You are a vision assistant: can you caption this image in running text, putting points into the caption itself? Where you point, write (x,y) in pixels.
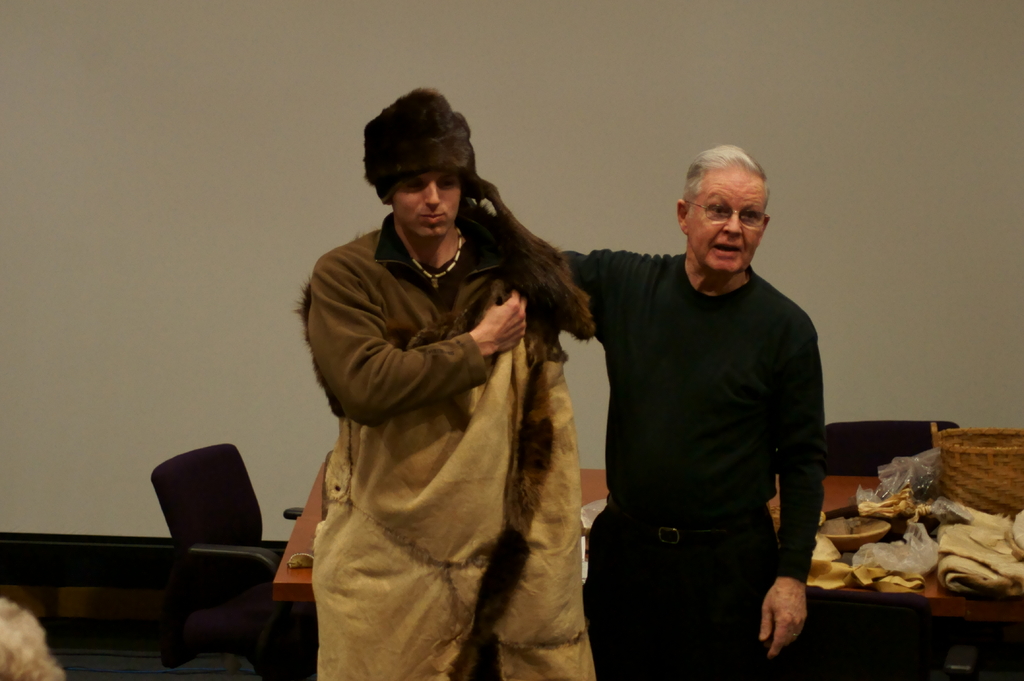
In this picture there is a person (399,155) standing and there is a person (769,400) standing and talking. At the back (943,536) there is a table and there is a basket (954,491) and there are objects (874,511) on the table (583,490) and there are chairs (828,424). At the back (267,248) there is a wall (290,261).
